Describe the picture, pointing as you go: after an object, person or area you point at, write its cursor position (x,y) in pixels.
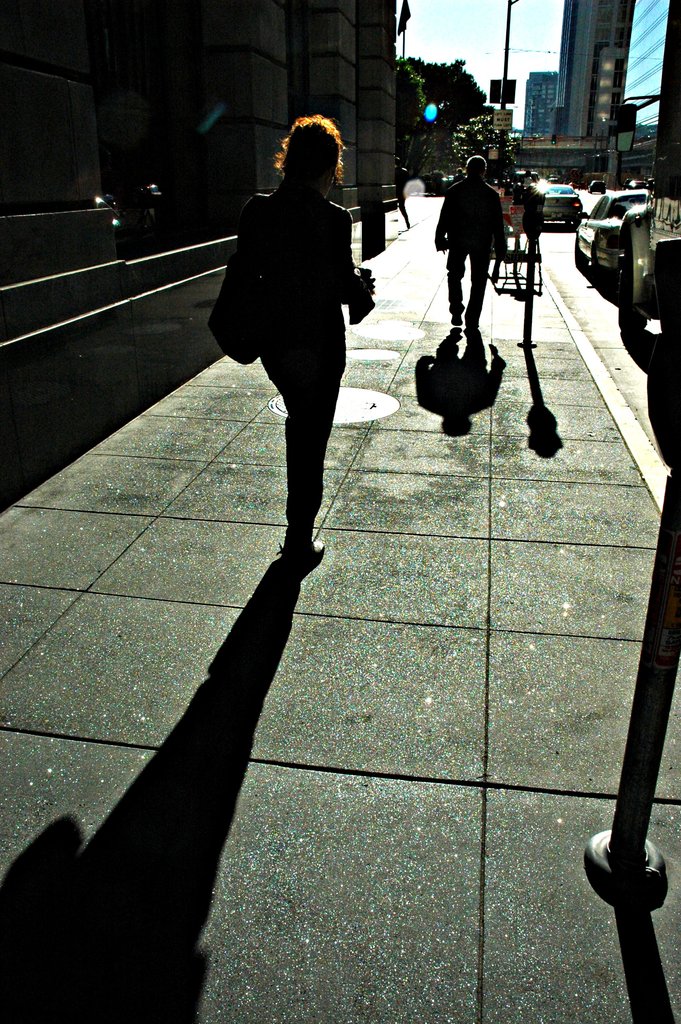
In this image there are people (471,277) walking on the walkway (447,434) and there are cars (543,216). In the background (483,67) there are trees (457,88), pole (508,14), building (228,83) and sky (501,32).
